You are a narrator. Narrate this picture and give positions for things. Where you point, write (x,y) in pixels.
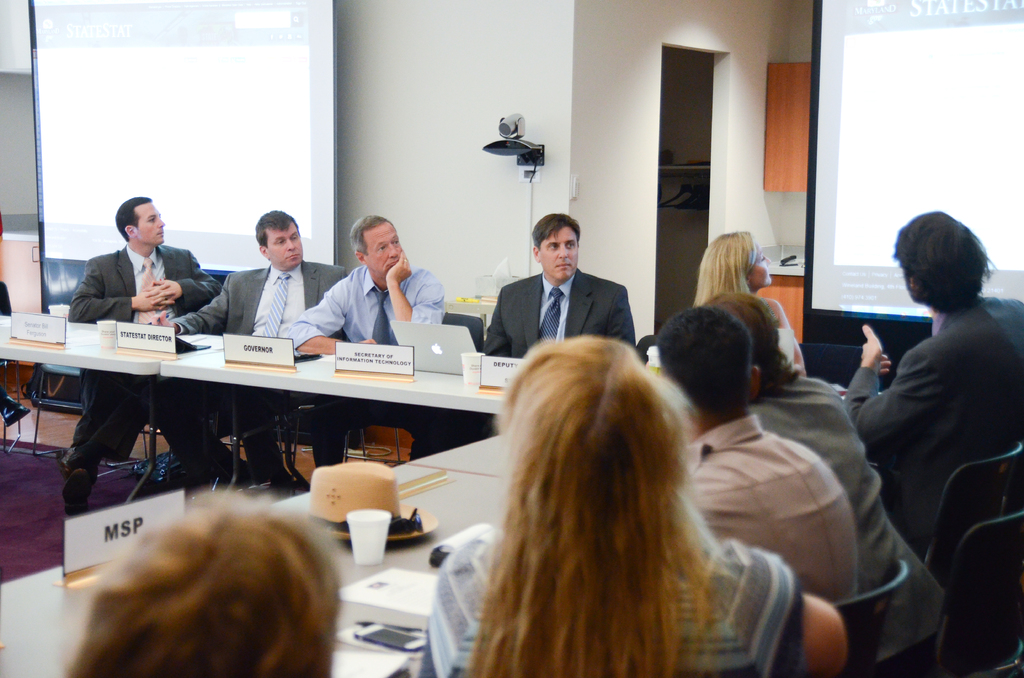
In the image few people (824,562) are sitting on chairs (64,408) and there is a table (31,350) on the table (418,544) there are some laptops (404,339), cups (349,526), hat (334,508), mobile phone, Papers (432,575). Behind them there is a wall (587,24). Top left side of the image (203,74) there is a screen (226,83). Top right side of the image (870,161) there is a screen (993,35).
